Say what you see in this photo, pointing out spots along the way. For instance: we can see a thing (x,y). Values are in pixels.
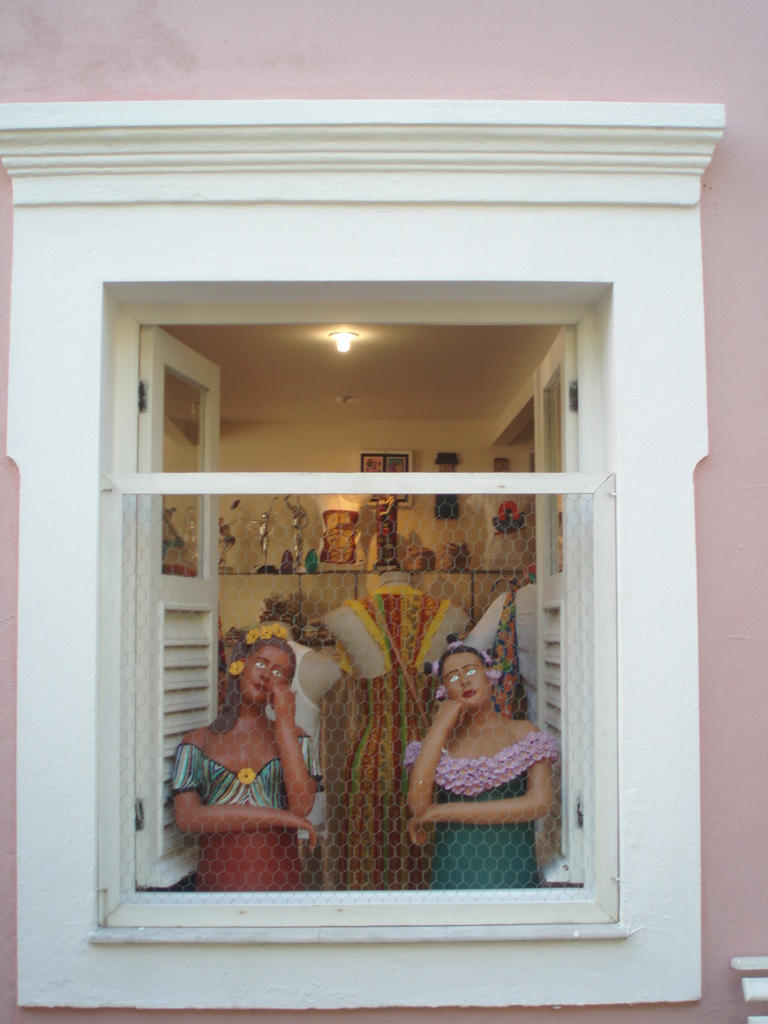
In the image we can see a window (554,676) of a house (28,102). There are many toys (383,527) and dolls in the image. There is a light (341,349) attached to a roof (340,378).
